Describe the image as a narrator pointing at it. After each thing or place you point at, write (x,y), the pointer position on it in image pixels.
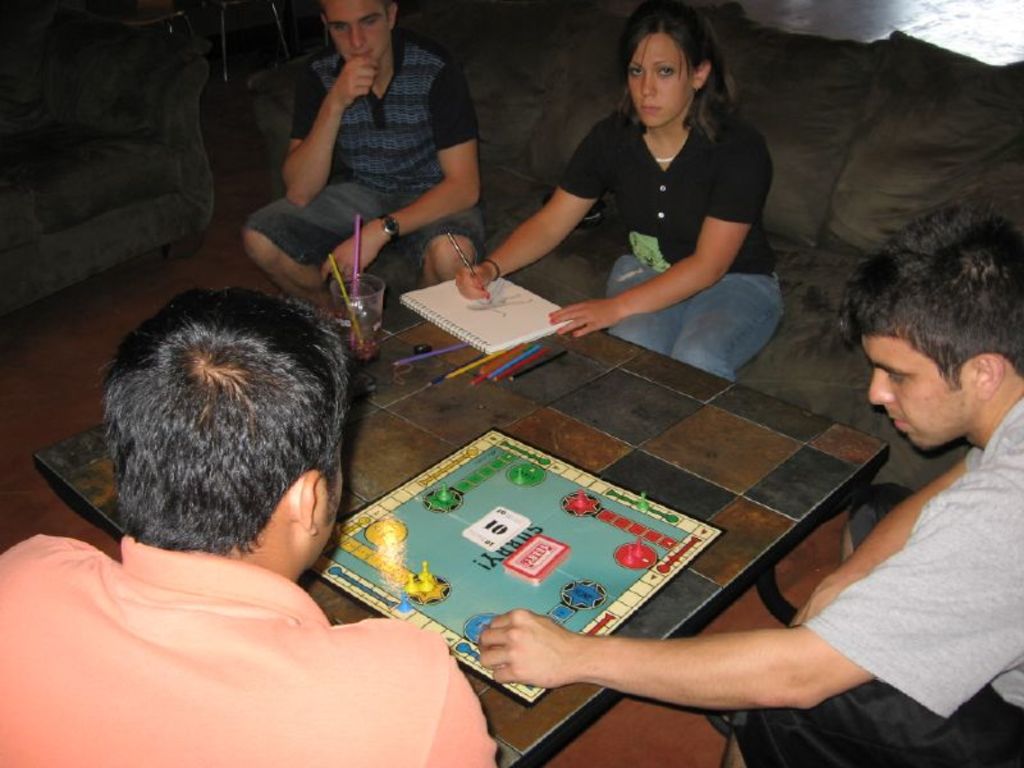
Here we can see four persons (317,208) sitting on sofas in front of a table (758,524) and on the table (457,393) we can see pencils (454,375) and a glass (366,331). Here we can see this two men (142,665) playing a game (501,560) and this woman (653,260) is drawing by holding a pencil (480,279) in her hand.
